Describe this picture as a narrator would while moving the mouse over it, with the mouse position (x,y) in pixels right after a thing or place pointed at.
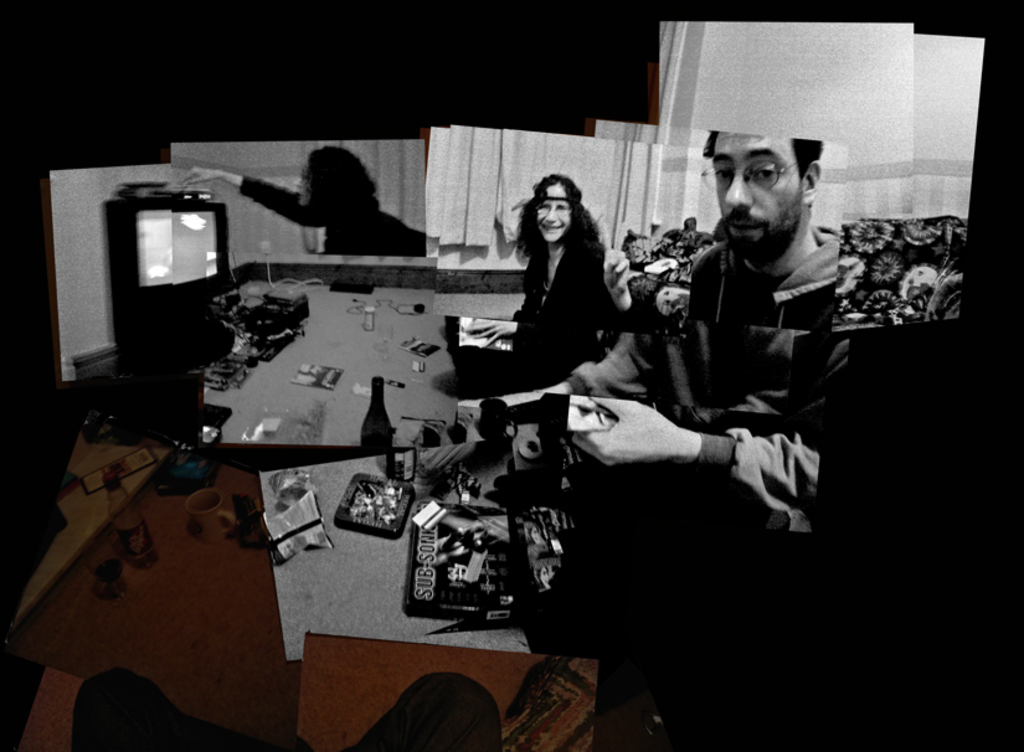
In this picture we can see some people (807,250), bottles (381,419), cup (205,493), glass (122,574), chips packet (285,499), television (207,269) and some objects (252,301) and in the background (564,78) it is dark.
